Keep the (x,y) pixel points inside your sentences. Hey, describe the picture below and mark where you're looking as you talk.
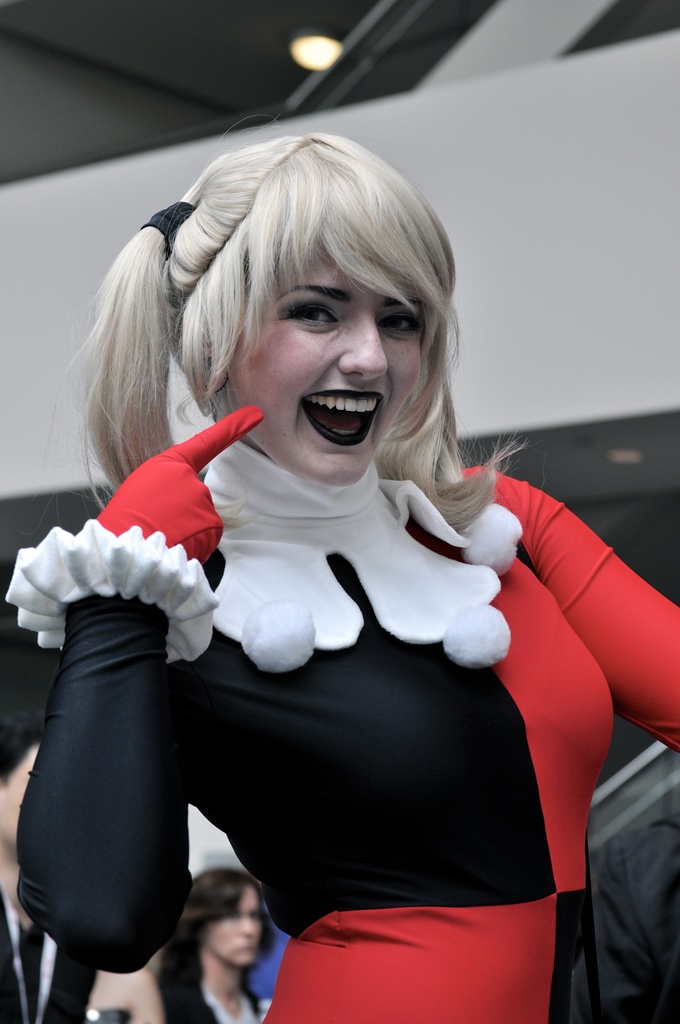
In this image there is a woman (441,520) wearing a costume (461,657). Left bottom there are people (180,960). Background there is a wall (62,231). Top of the image (308,65) there is a light (312,51) attached to the roof (297,12).
